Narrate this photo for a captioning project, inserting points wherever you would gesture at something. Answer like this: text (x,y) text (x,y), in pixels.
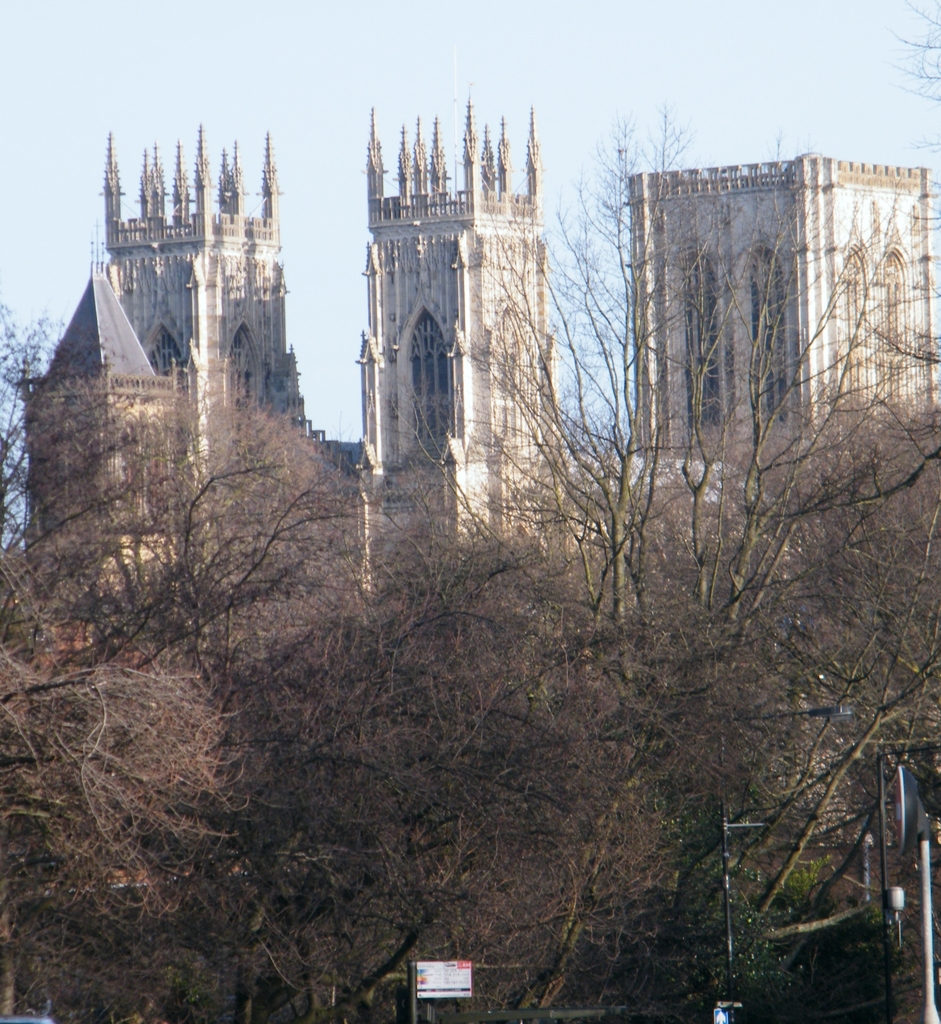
In this image we can see castle (489,499), trees (147,747), poles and sky (367,76).
